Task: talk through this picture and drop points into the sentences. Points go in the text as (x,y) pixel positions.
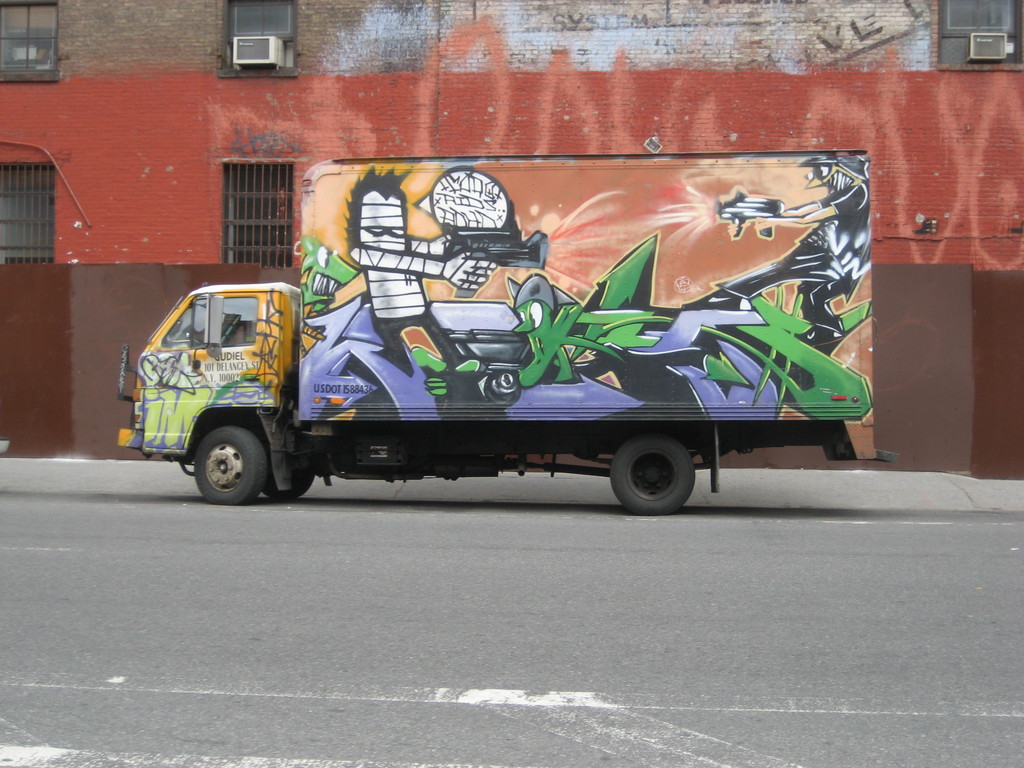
In the center of the image (607,361), we can see a vehicle (380,460) on the road (446,559) and in the background (308,90), there is a building (379,90) and we can see some air conditioners (267,58) and there are windows (43,81).
